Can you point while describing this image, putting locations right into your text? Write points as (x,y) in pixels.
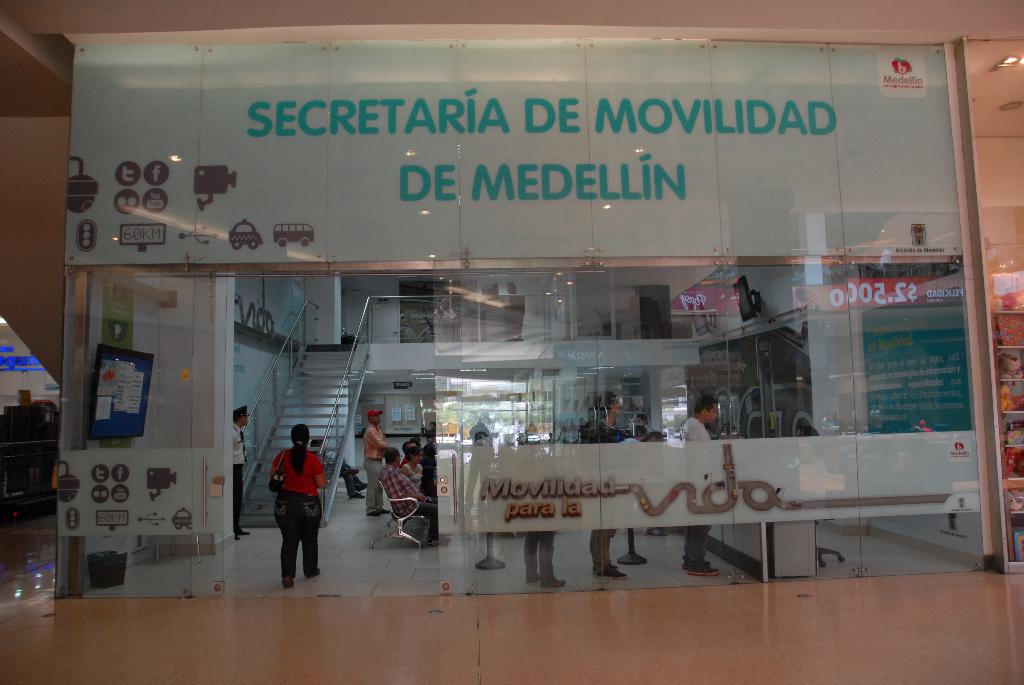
In this image there is a shopping mall (332,523) with glass walls (761,560), where there are so many people (531,556) walking in it.
